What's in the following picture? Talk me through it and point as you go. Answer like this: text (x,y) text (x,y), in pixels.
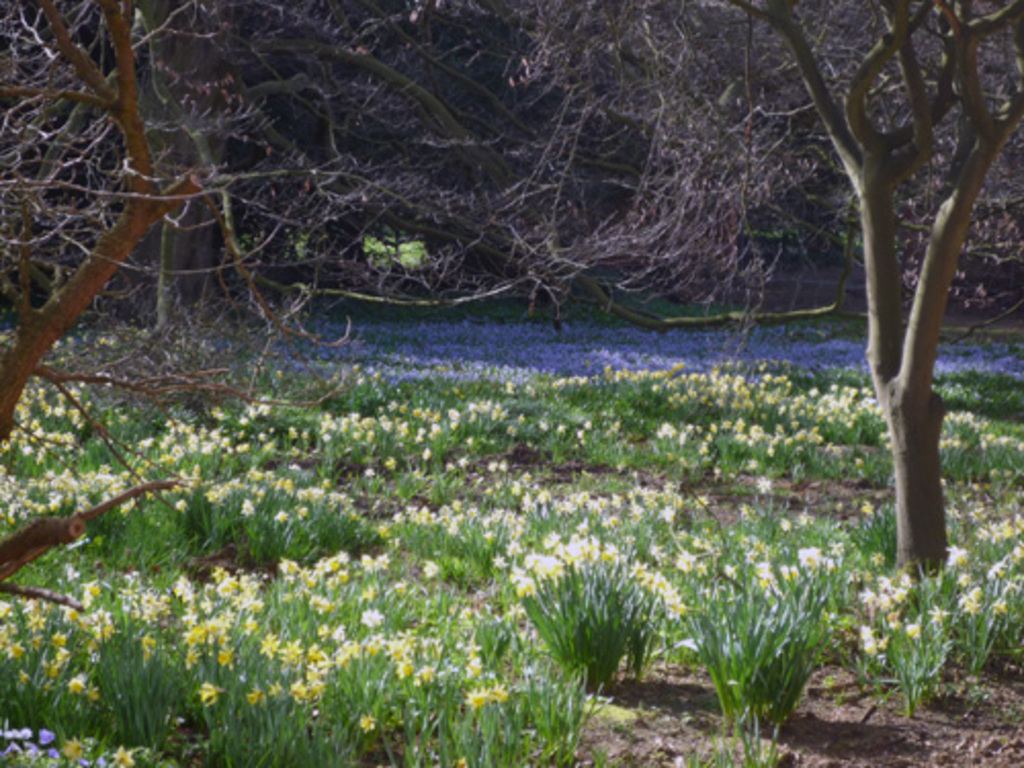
In this image, I can see the plants (354,544) with the flowers (105,494). These are the trees (780,147) with branches (550,216).
